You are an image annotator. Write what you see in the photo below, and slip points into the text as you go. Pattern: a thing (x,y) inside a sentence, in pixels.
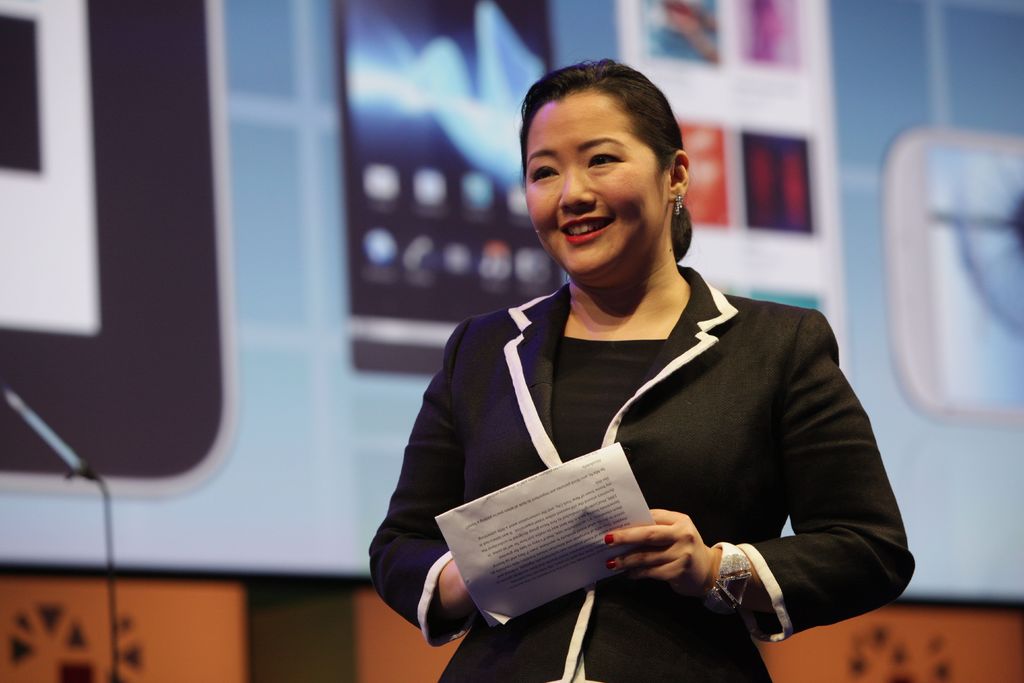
The woman (793,473) in the middle of the picture (468,328) wearing black dress (424,454) is holding papers (536,485) in her hands (633,562) and she is smiling. Behind her, we see a brown color wall (223,596) and behind that, we see a board (309,236) in white color with some posters (794,177) pasted on it.
